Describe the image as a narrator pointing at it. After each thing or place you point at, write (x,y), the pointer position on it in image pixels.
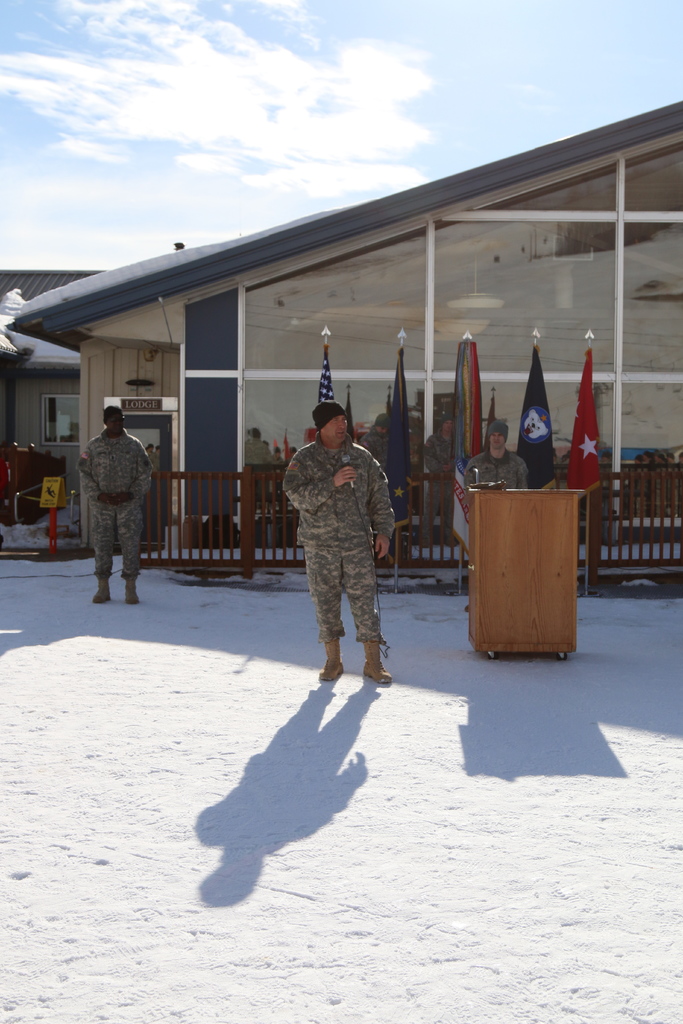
In this image we can see few people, flags (475,414), fence (682,494), boards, glass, and sheds (475,204). There is a podium (555,553). In the background (56,117) there is sky (288,135) with clouds (398,161).
